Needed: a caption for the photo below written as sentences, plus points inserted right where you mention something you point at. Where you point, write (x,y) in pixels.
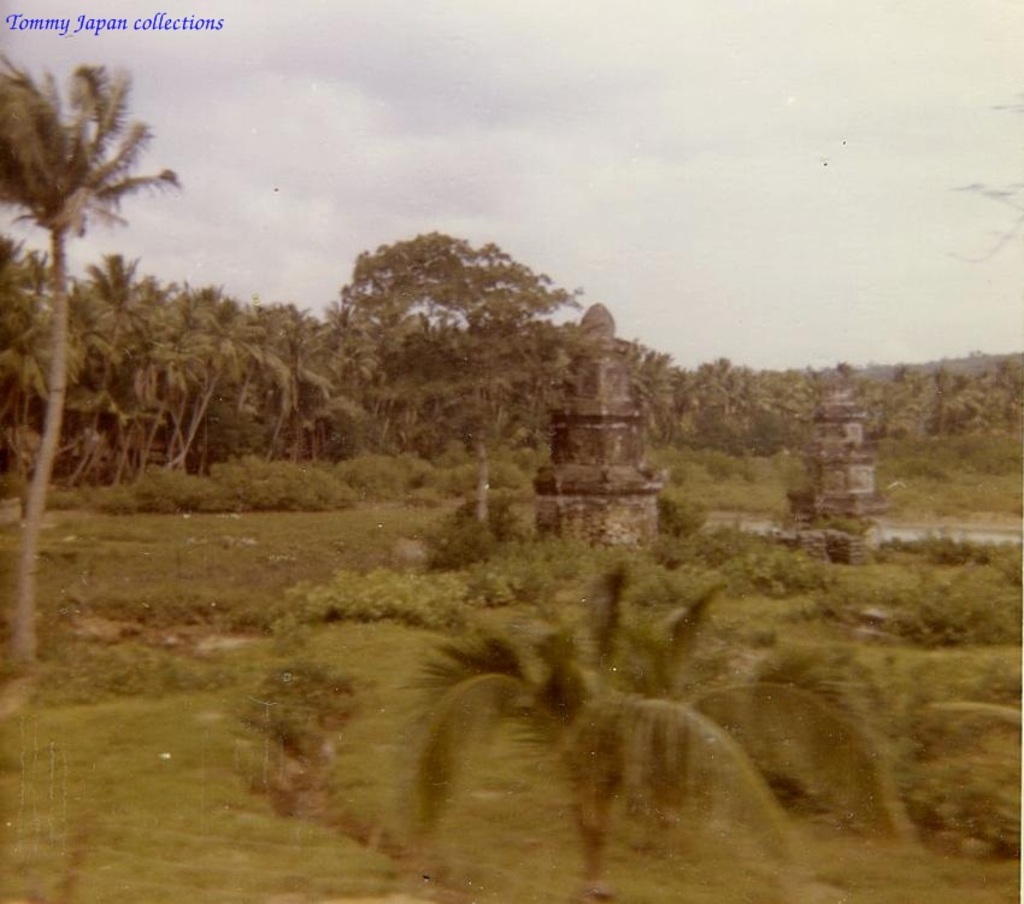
In this image we can see some trees (356,413) and plants (815,556). We can also see two pillars (813,526) on the surface (663,466) and the sky (211,66).
